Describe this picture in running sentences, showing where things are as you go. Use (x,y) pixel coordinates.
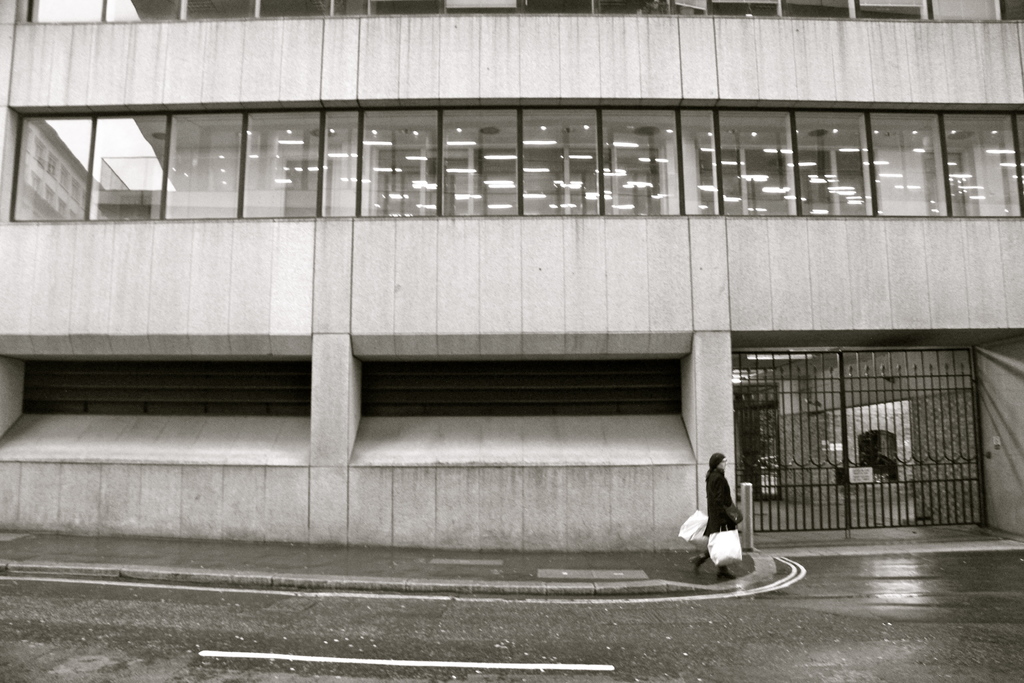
This is a black and white image. At the bottom of the image (366,628) there is a road (583,636). Beside the road (656,608) there is woman (712,514) holding two bags (714,537) in the hands (724,529) and walking on the footpath (473,564). In the background (644,163) I can see a building (640,267). On the right side (826,399) there is a gate (792,440).
